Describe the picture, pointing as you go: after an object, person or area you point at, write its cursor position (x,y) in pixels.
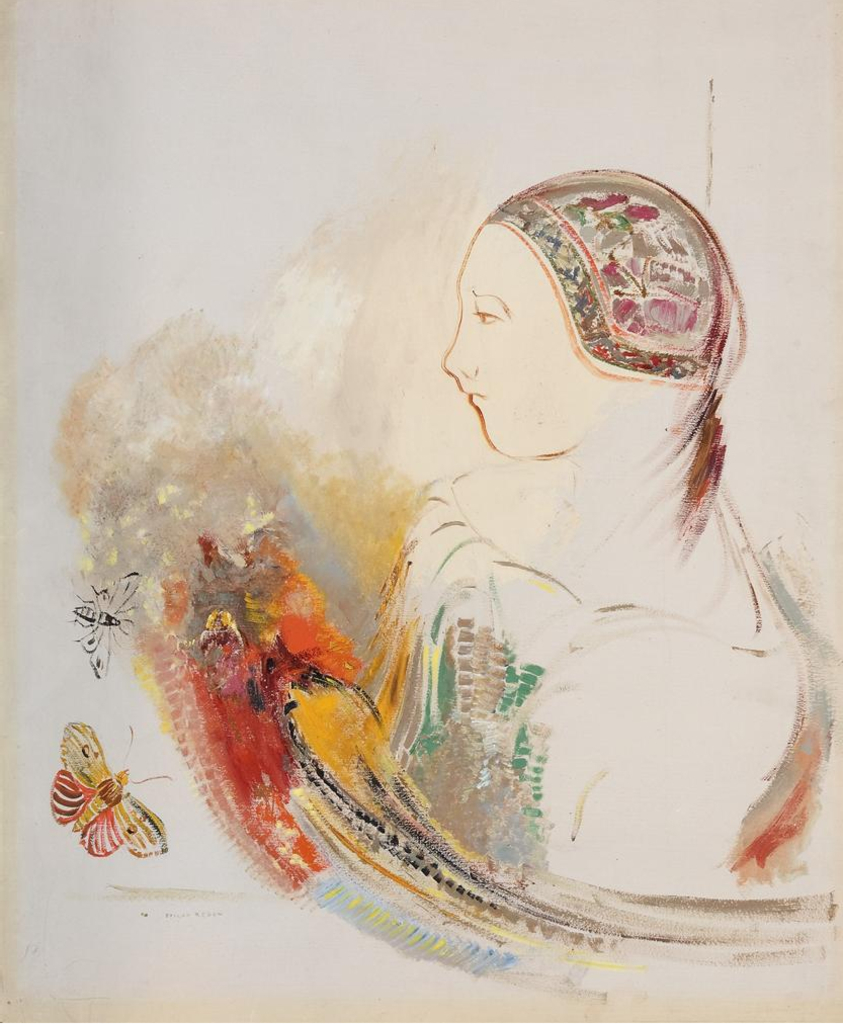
In this picture we can see the painting (669,406) of a person (601,552) and the painting (111,795) of some butterflies (103,612). The background of the image (207,863) is white in color.
